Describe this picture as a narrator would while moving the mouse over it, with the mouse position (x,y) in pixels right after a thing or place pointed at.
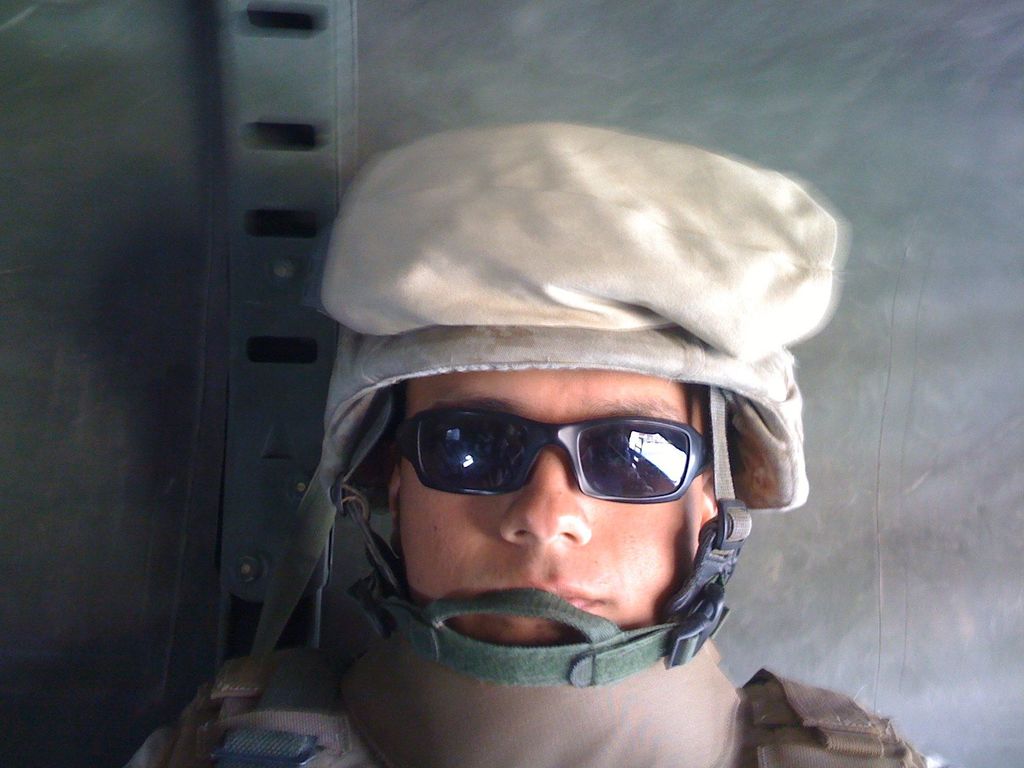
In this image I can see a person (616,402) is wearing dress (620,739), cap (623,223) and glasses (526,450). Background (515,60) is in grey color.
